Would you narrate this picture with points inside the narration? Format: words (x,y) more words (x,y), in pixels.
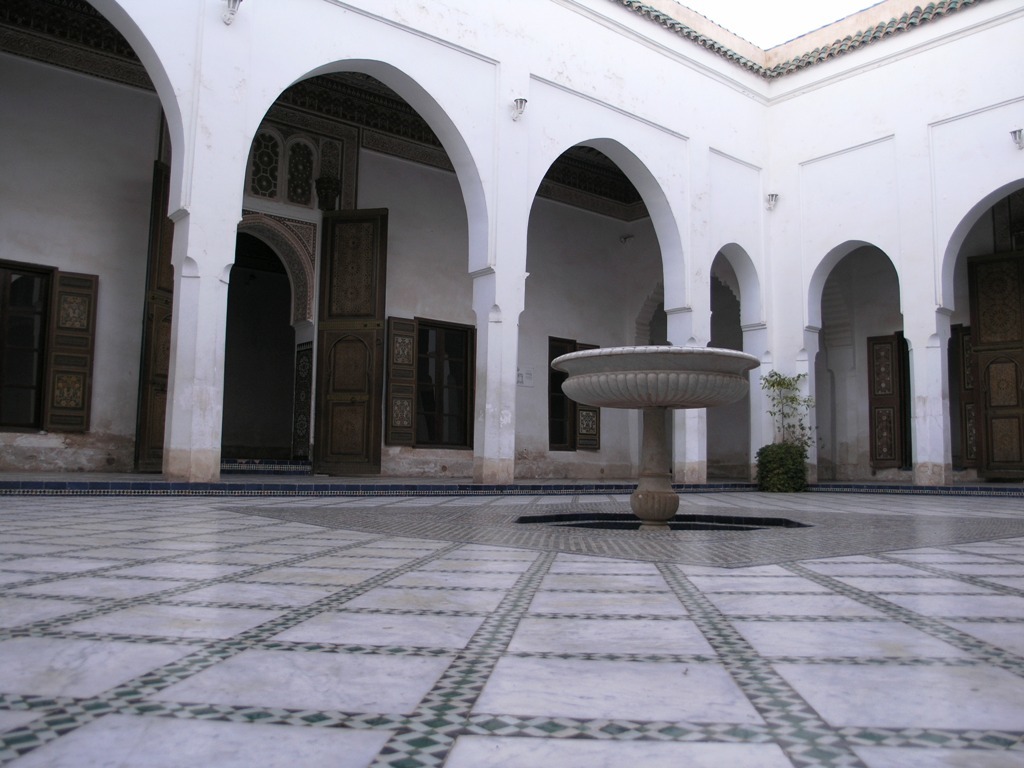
In this image, I can see a fountain (644,434), doors (372,390), windows (560,398), arches (762,399) and a flower pot (786,483) with a plant (782,434). At the bottom of the image (387,605), I can see the floor (782,618). At the top of the image (728,51), there is a roof (726,28).
